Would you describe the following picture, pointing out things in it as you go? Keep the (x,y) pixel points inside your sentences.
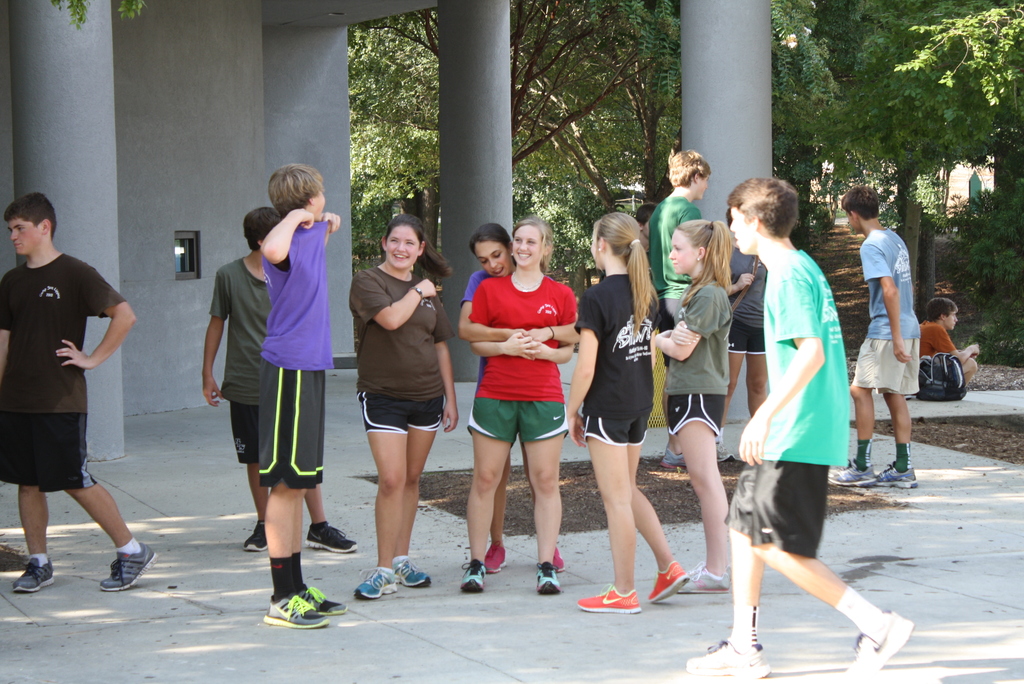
In this picture we can see a group of people (516,377) on the ground (345,527). Behind the people (213,336), there are pillars (508,179), a wall (255,124) and trees (1008,231).
